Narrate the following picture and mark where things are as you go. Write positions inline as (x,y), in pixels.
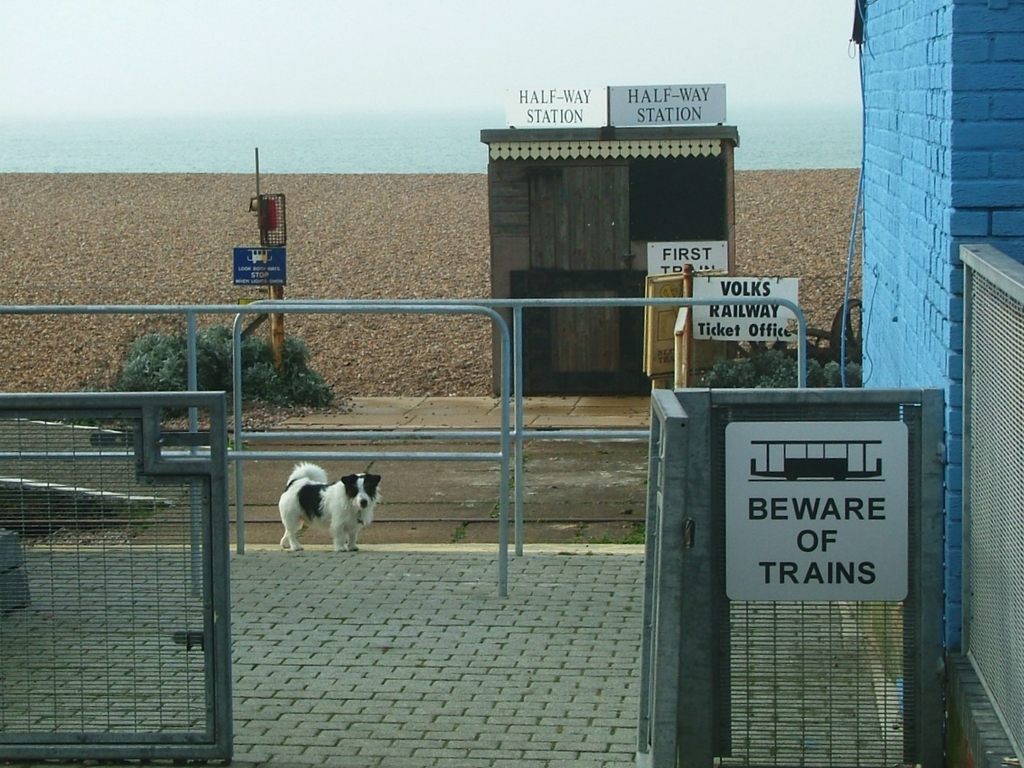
In the middle of the picture (352,495), we see a dog (323,516). Beside that, we see a railing (240,537) and a grilled gate (115,615). In the right bottom of the picture (851,579), we see a board (797,558) with some text (797,558) written on it. On the right side (932,75), we see a building (909,224) in blue color. In the middle of the picture (637,338), we see an office (630,227) and whiteboards (675,264) with some text (675,264) written on it. Beside that, we see a caution board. In the background (280,141), we see water (292,138).
